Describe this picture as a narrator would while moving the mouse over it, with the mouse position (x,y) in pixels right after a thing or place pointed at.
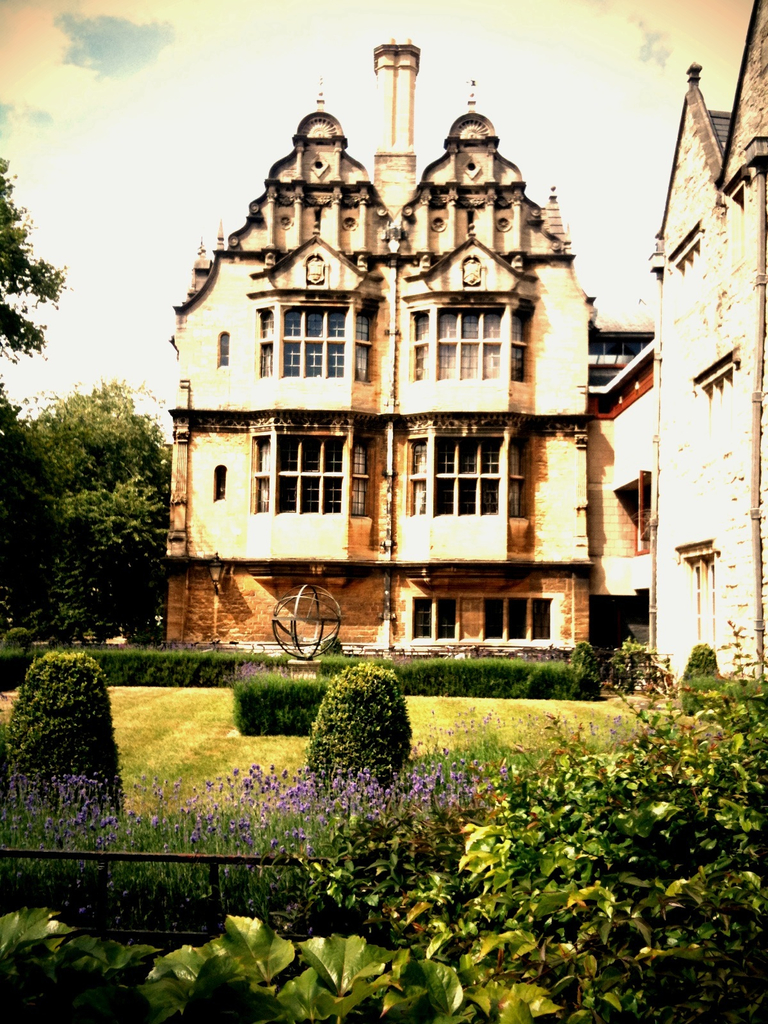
At the bottom (350,918), we see the plants (360,879), trees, shrubs (332,859) and the railing (59,858). These plants (213,843) have flowers (288,784) in violet color. In the middle (394,678), we see the grass (414,703), shrubs (98,651) and a metal object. On the right side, we see a building (731,597) in white color. On the left side (142,447), we see the trees (109,592). In the background (218,517), we see a building (368,307) in white color. At the top (191,115), we see the sky (200,156) and the clouds (337,100).
